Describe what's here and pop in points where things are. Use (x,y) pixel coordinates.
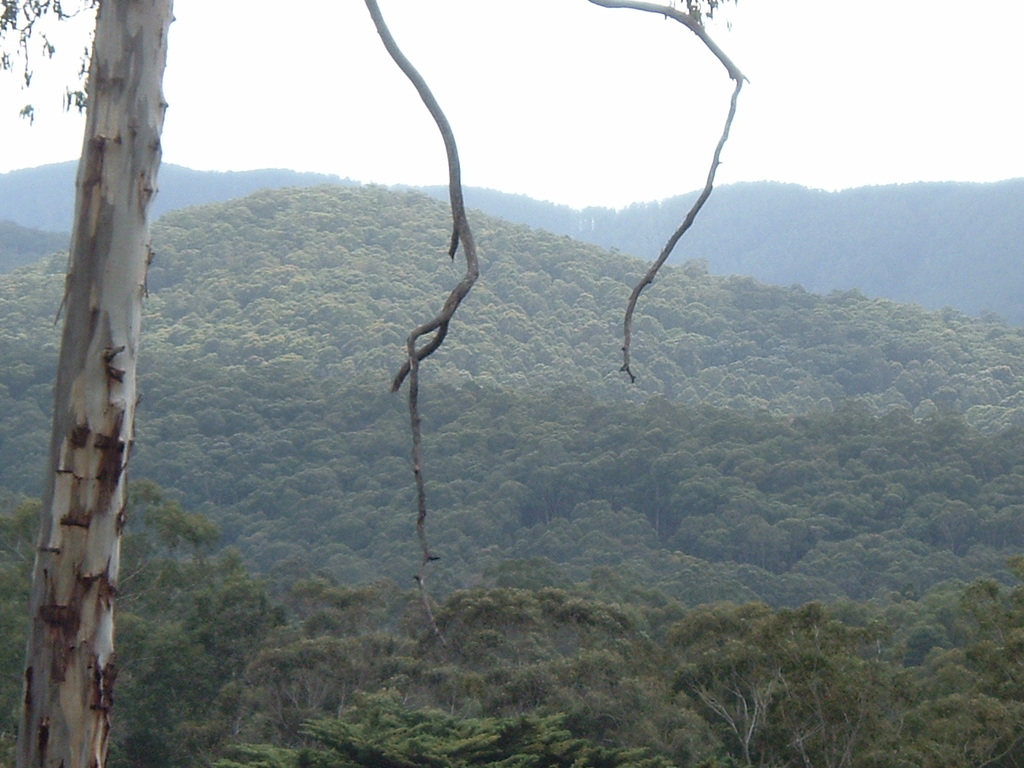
In the image there is a tree (98,203) on the left side (122,31) and behind it there are hills (252,400) covered with trees (504,457) all over it and above its sky (671,81).
